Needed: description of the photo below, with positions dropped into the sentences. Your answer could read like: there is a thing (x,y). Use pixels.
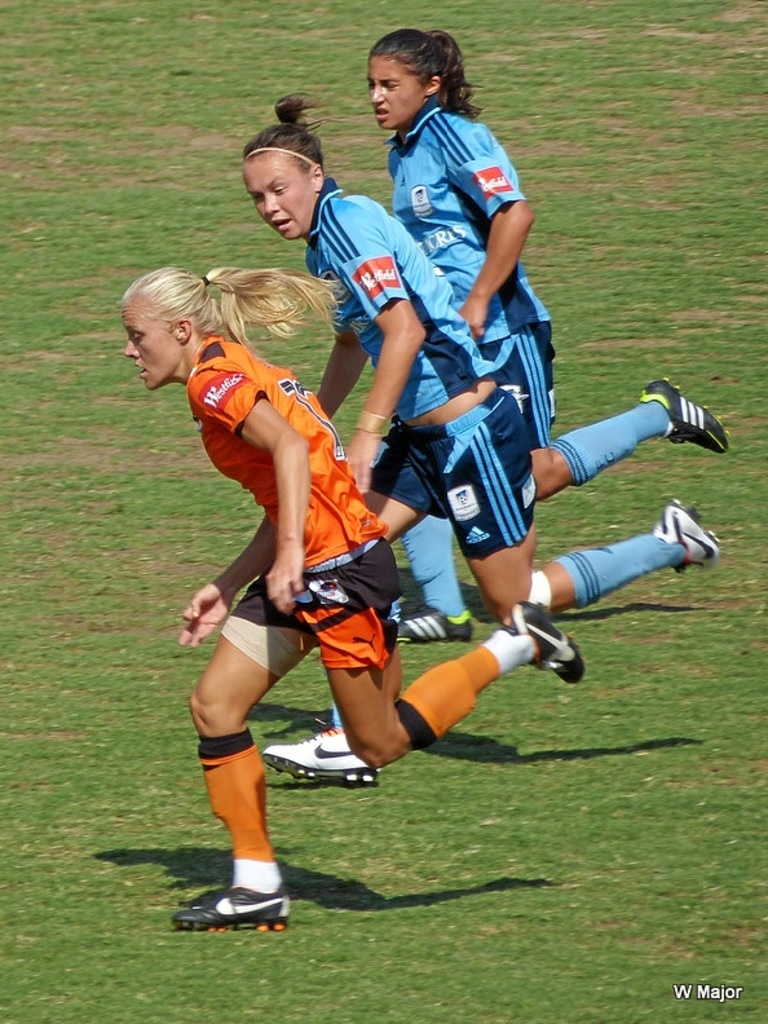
In this image there are three women (202,291) running on the grass (306,345).
